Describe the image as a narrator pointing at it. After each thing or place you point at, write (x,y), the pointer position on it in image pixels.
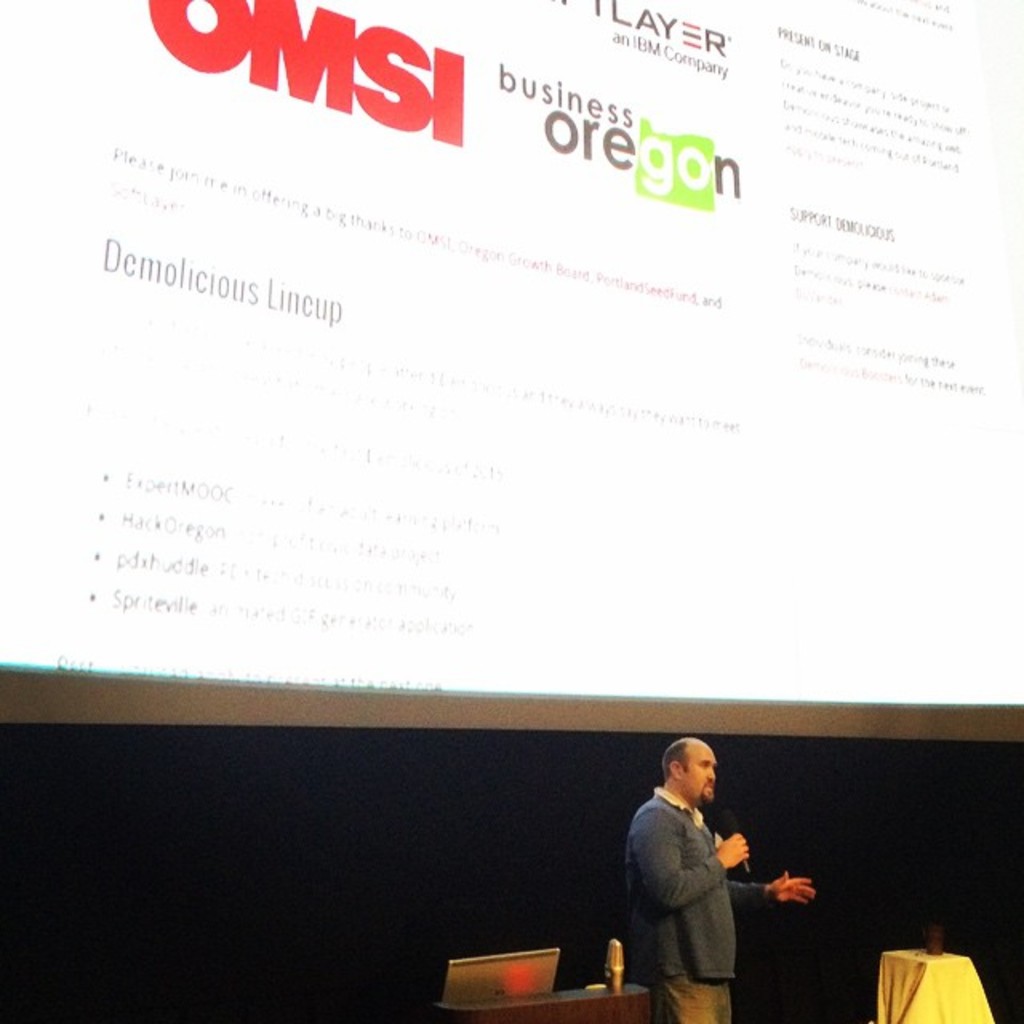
In this image I can see at the bottom (710,848) a man (712,920) is standing and speaking in the microphone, he wore coat (662,938). At the top (694,174) there is the projector screen (662,407).
